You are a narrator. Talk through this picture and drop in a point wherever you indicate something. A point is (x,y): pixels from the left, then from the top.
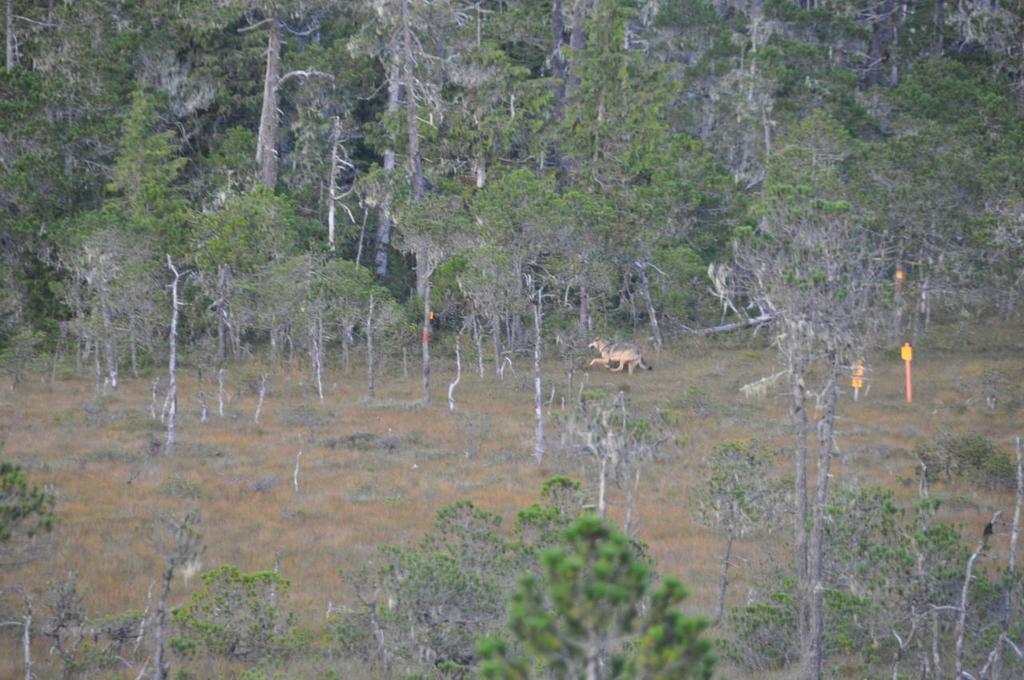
In this image we can see many trees (507,321), there is an animal (636,356) on the ground (685,460).
